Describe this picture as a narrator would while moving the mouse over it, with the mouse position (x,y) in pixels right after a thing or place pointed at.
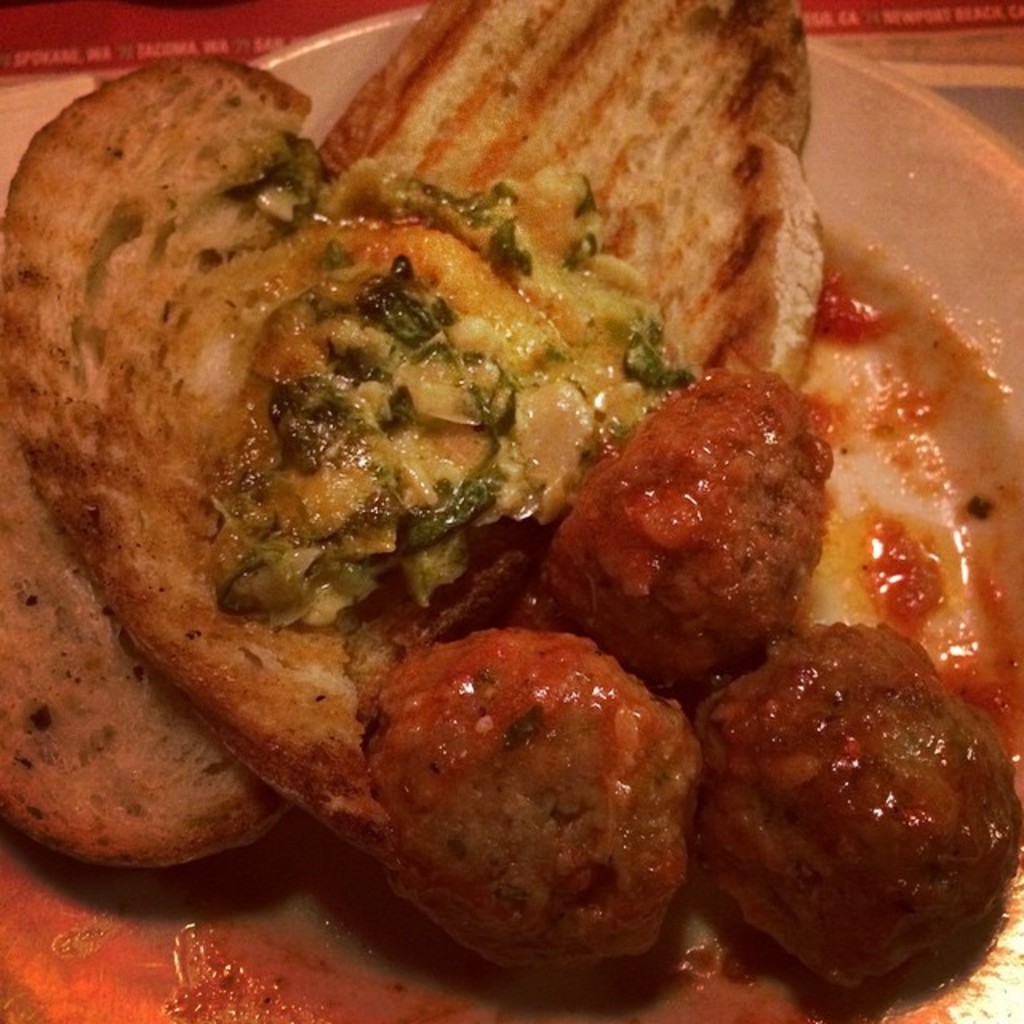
In this image there is a plate (914,157). There is food (513,459) on the plate (904,182).
